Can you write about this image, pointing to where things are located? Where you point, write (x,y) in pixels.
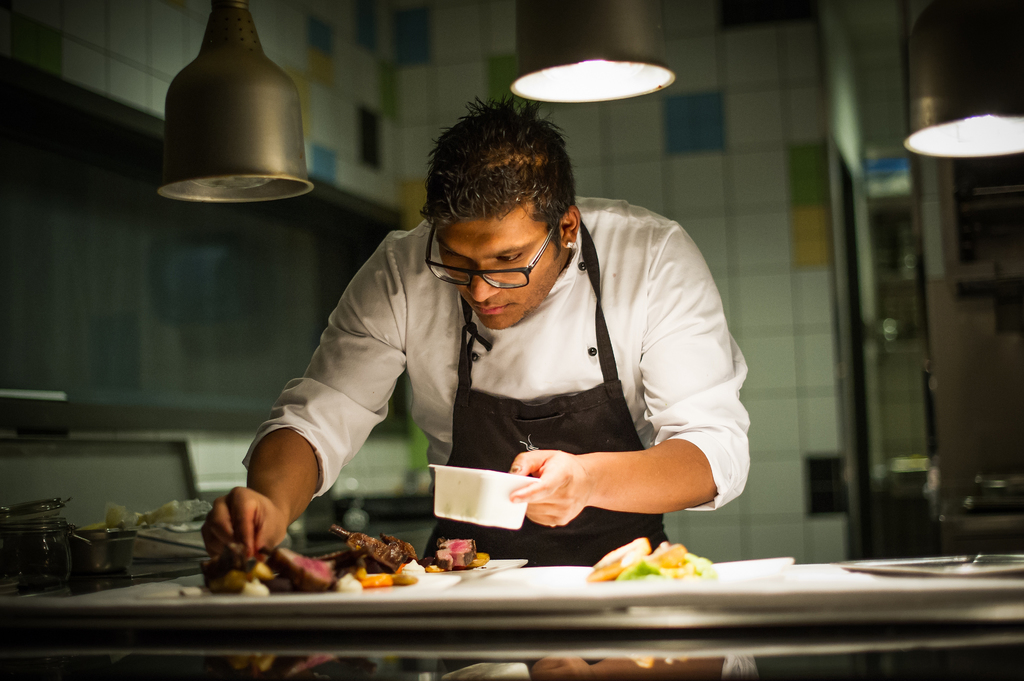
There is a man (549,377) standing and holding bowl (491,501) and we can see plates (539,579), food (246,556) and some objects (69,553) on table (778,590). On the background (737,154) we can see wall (740,173) and rod (859,180).
